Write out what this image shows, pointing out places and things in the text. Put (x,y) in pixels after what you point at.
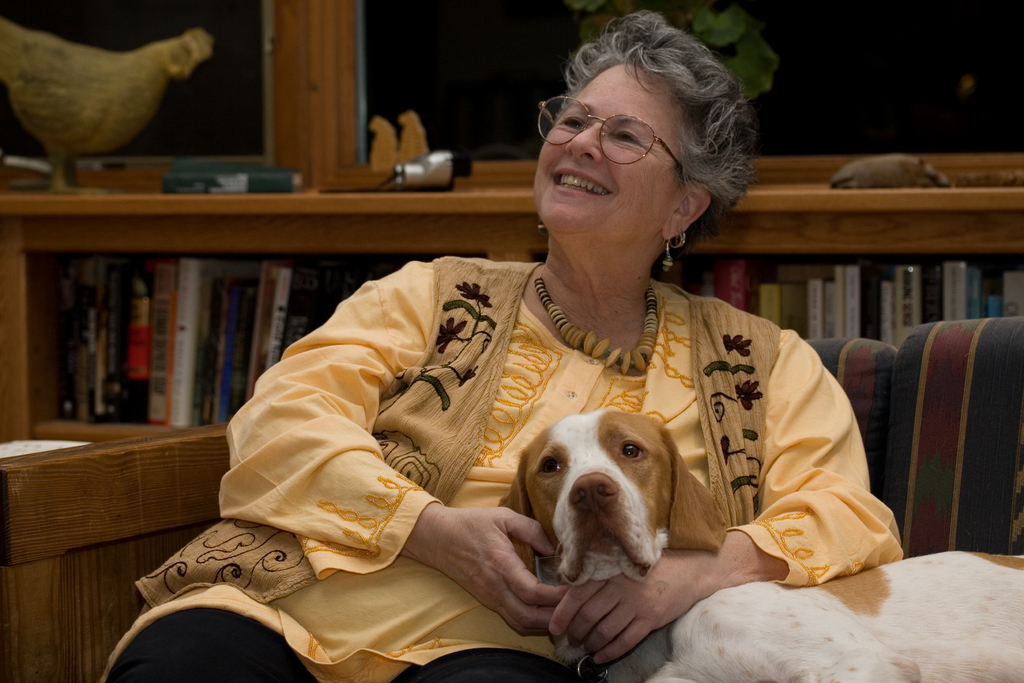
There is a woman (669,199) sitting on wooden sofa (946,483). She is holding a dog (787,629). The dog (847,608) looks pretty good. This is a bookshelf (217,404). There is a hen (59,186) at the left corner (116,150).
